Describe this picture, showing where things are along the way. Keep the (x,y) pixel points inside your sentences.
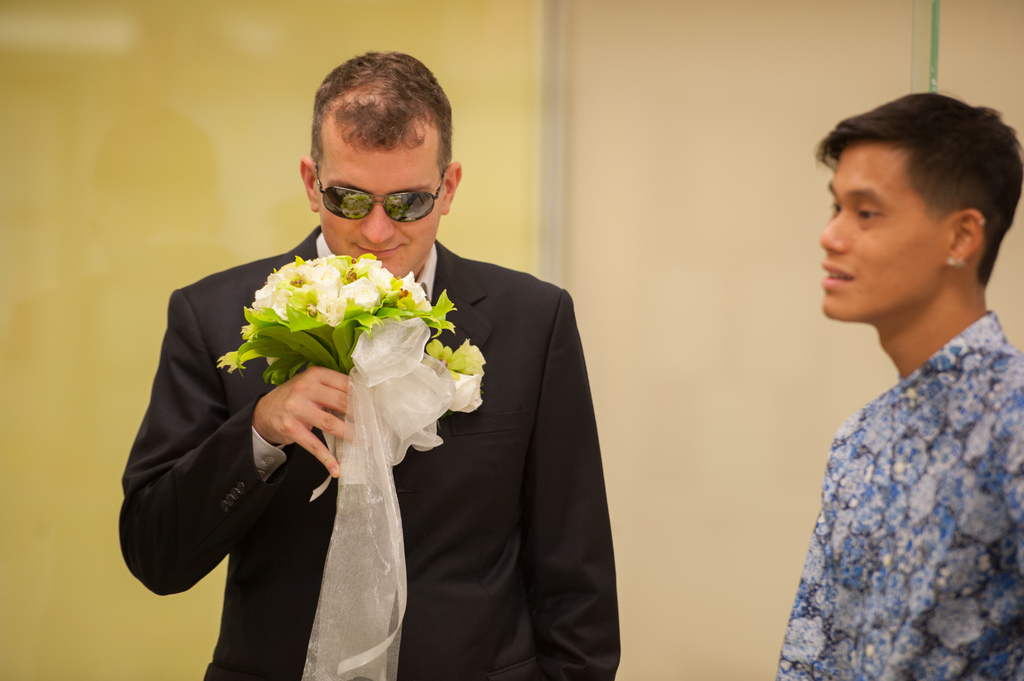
In this picture I can see a man (290,523) holding the flowers (388,416) with his hand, on the right side (985,187) there is another person (928,516) wearing a shirt (953,535).
